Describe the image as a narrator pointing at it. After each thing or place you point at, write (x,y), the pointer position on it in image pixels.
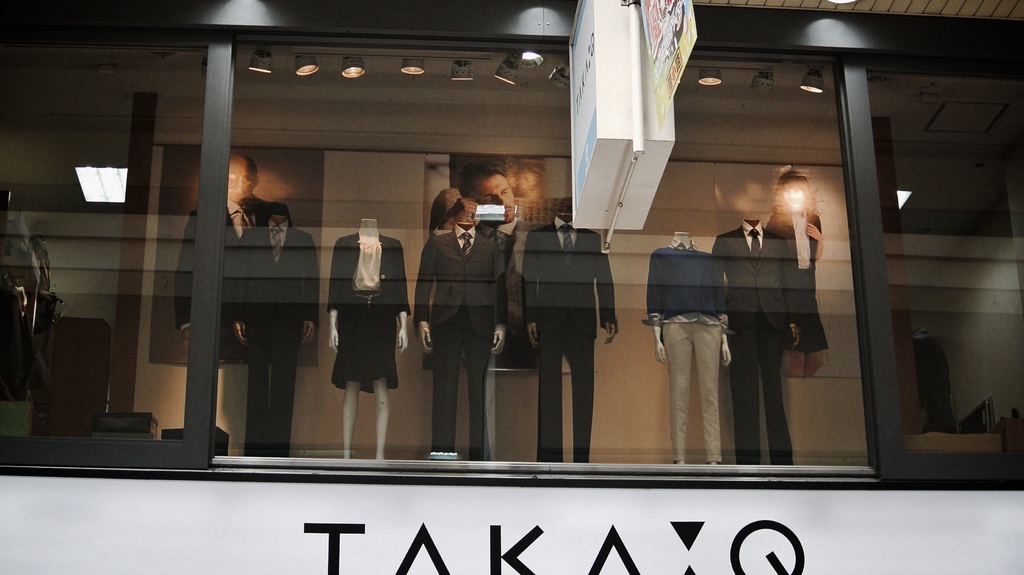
This image consists of a building (824,570). In which there are mannequins (356,350). It looks like a clothes shop (571,243).
